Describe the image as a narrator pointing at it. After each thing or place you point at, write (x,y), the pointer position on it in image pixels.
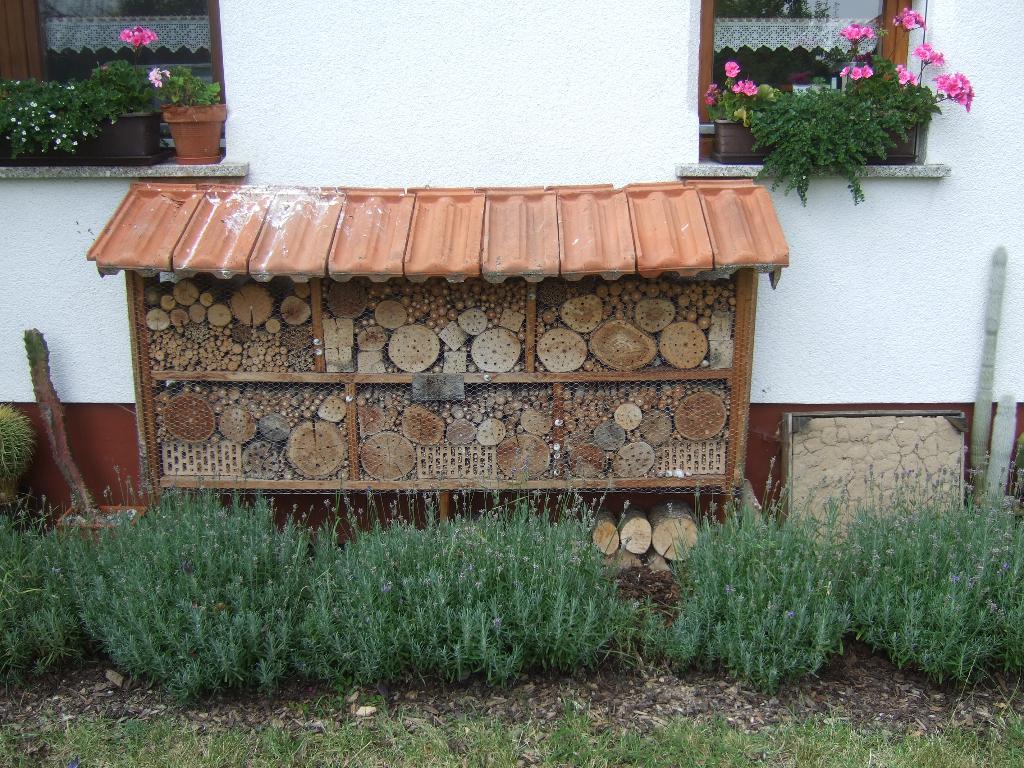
In the image in the center (512,488) there is small shed (564,280), and in the shed (554,302) there are wood sticks (262,440). In the background (63,110) there are windows (827,71), flower pots (138,124), plants (807,154) and flowers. And at the bottom (257,657) there is grass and plants (238,589), and on the right side (847,499) and left side (37,359) there are some objects (45,369).
